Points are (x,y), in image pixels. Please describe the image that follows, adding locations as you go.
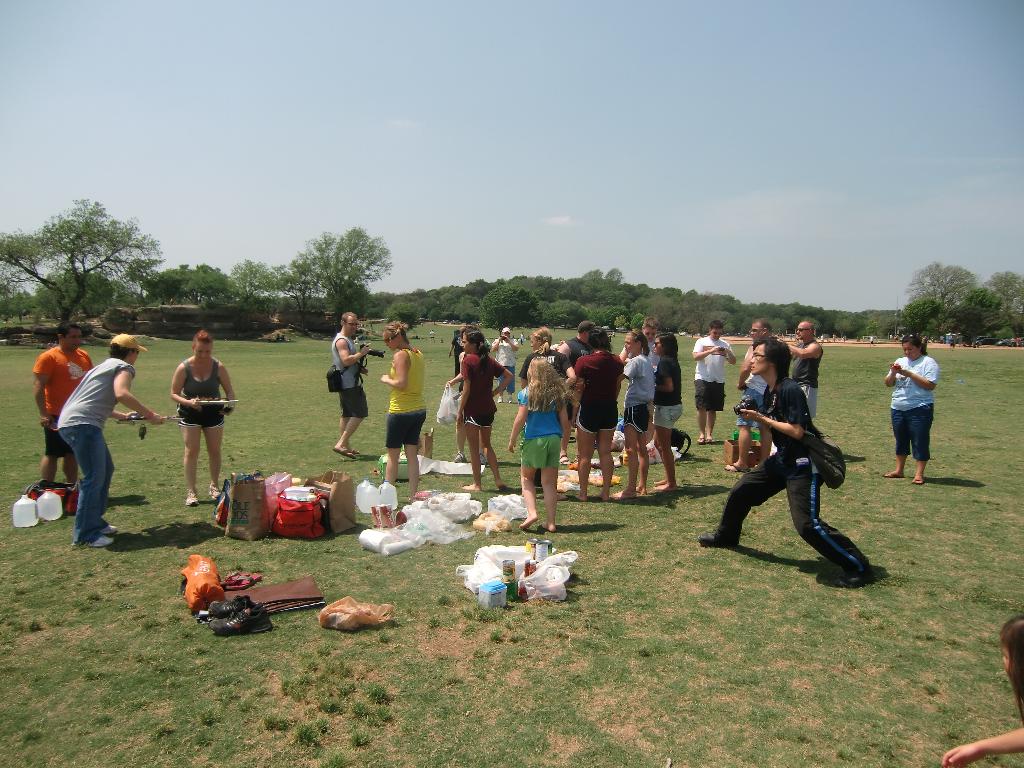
In this picture we can see a group of people (638,486) standing, plastic covers (422,524), shoes (249,615), bags (241,510), water cans (35,513), boxes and some objects (508,589) on the grass (382,704) and in the background (61,287) we can see trees (640,297) and the sky (676,101).
